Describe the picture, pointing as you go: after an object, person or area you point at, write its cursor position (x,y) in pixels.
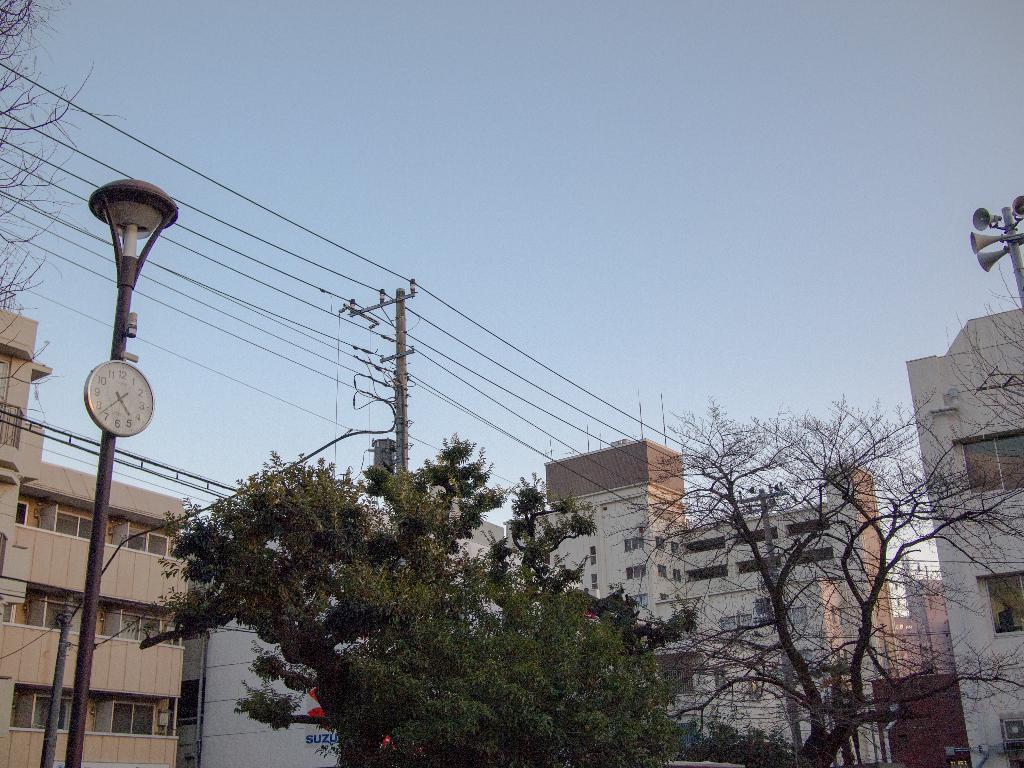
In this image we can see some buildings (699,569), windows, there are some trees (531,627), poles (104,465), wall clock (132,426), speakers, electrical poles (402,289), wires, transformer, also we can see the sky (651,288).
